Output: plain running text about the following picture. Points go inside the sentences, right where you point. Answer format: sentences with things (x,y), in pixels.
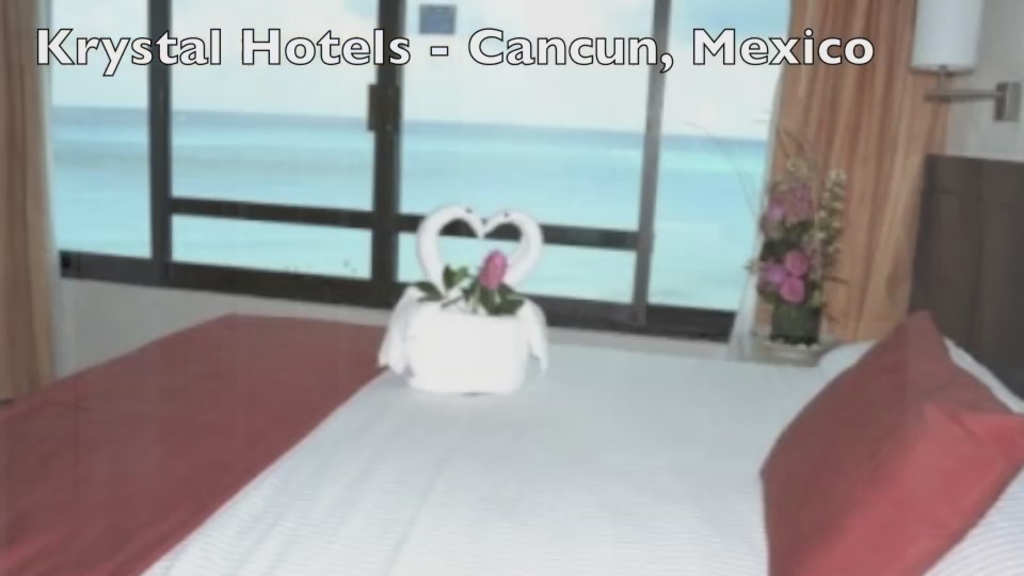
In this image we can see there is a pillow (857,434) and an object (531,336) on the bed (510,480). There is a houseplant (776,285). There are curtains (854,147) and glass windows (452,174).
